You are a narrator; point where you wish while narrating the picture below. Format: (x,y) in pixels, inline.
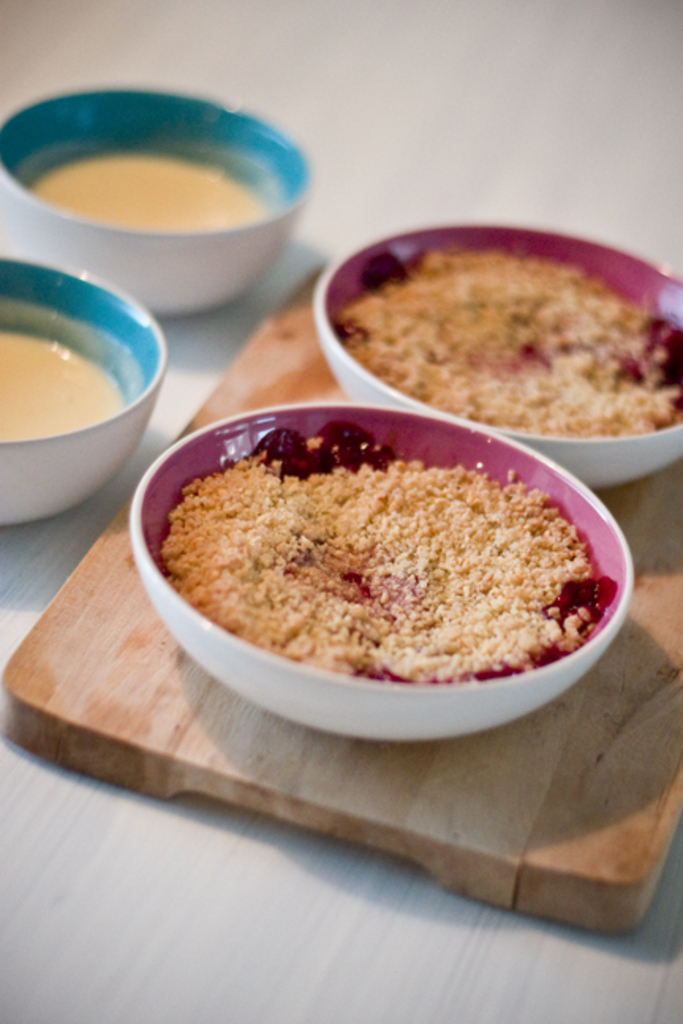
In the image there are two bowls (644,268) with powder (238,560) on a wooden block (245,749), beside it there are two soup bowls (100,307) on the table (377,912).
